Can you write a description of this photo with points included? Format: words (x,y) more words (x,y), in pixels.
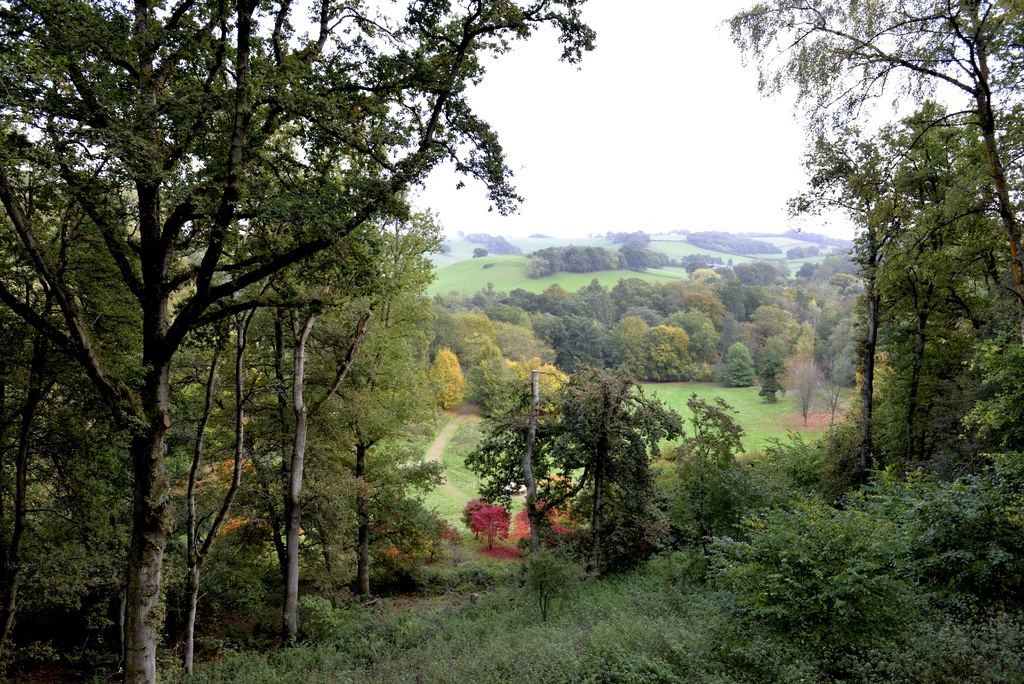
On either side of the picture, there are trees (981,452). There are trees (740,298) in the background (648,340). At the top of the picture (670,204), we see the sky (607,175). This picture might be clicked in the forest area (465,402).
